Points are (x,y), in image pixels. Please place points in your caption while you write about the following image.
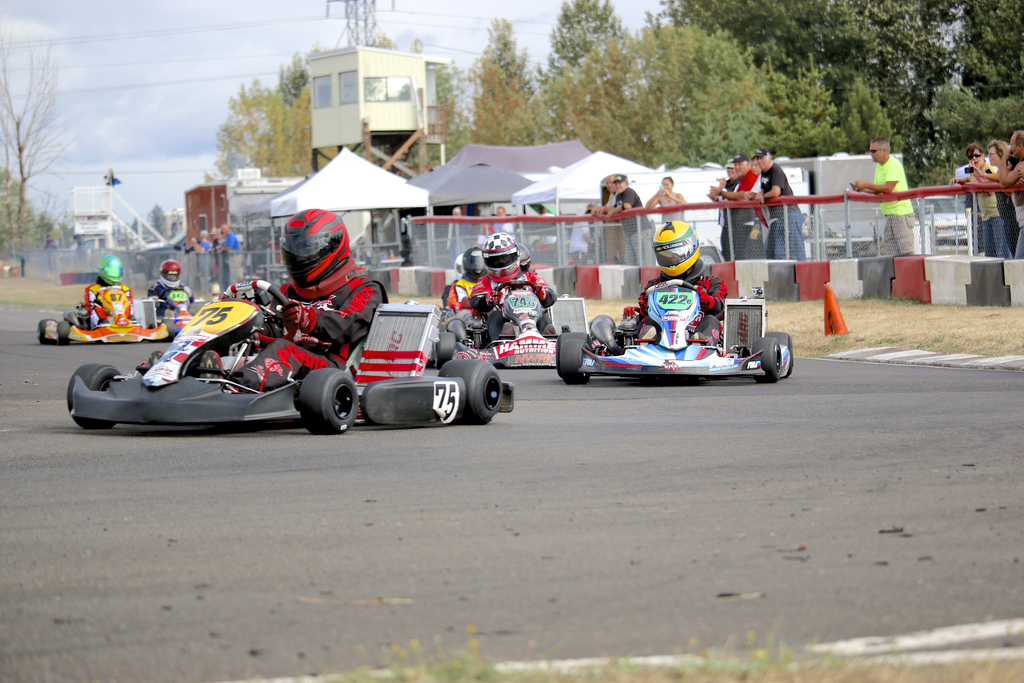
In this picture I can see there is a kart racing and there are few people (358,340) riding the vehicles (193,395). They are wearing helmets (308,265) and there are few people (752,210) standing at right (792,231), there is a fence (582,239) and there are few buildings (348,107), trees (230,149) and the sky (219,30) is cloudy.
